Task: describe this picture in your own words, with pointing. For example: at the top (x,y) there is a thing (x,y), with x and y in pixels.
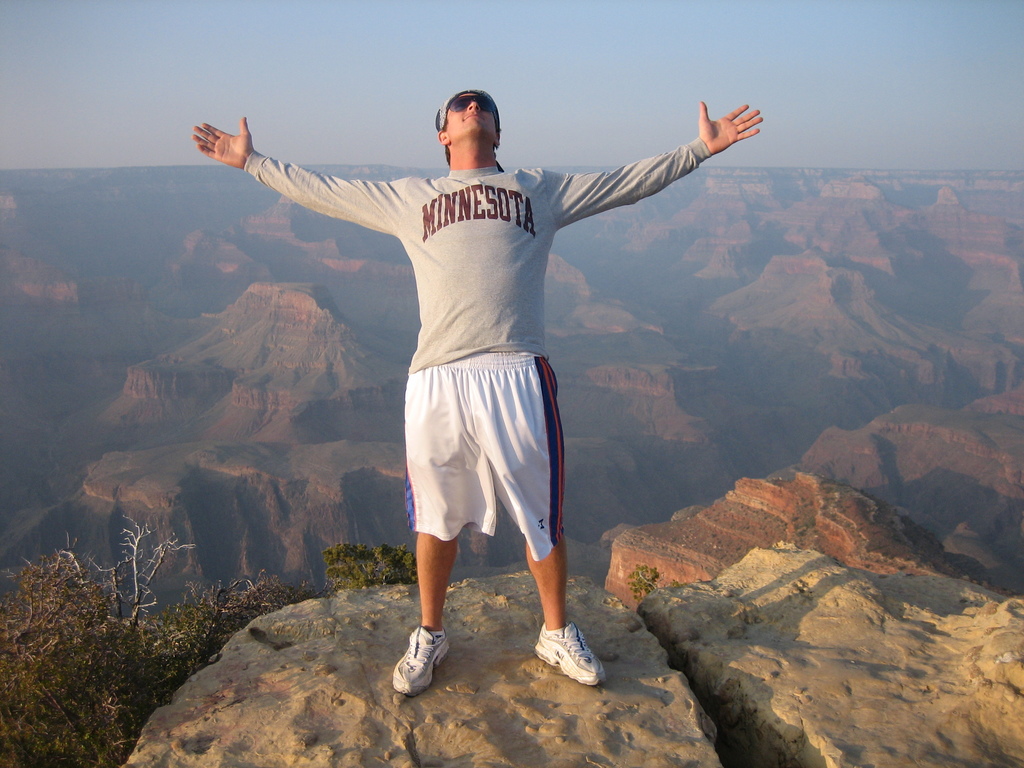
In this image we can see a man (500,262) standing on the rock (497,759) and there are some trees (200,626). We can see the mountains (81,280) in the background (730,452) and at the top (346,51) we can see the sky (308,45).
